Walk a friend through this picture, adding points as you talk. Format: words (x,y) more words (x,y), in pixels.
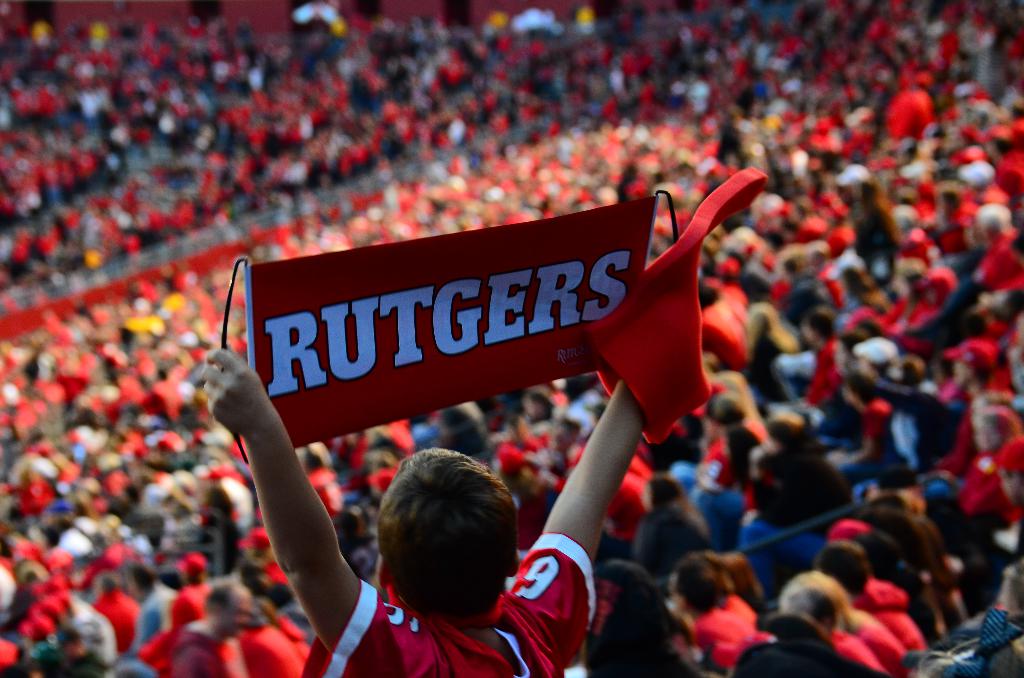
Here in this picture, in the front (426,390) we can see a child (446,524) holding a banner (347,321) in his hand (618,358) and in front of him we can see other number of people (488,194) sitting in the stands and they are in blurry manner.
